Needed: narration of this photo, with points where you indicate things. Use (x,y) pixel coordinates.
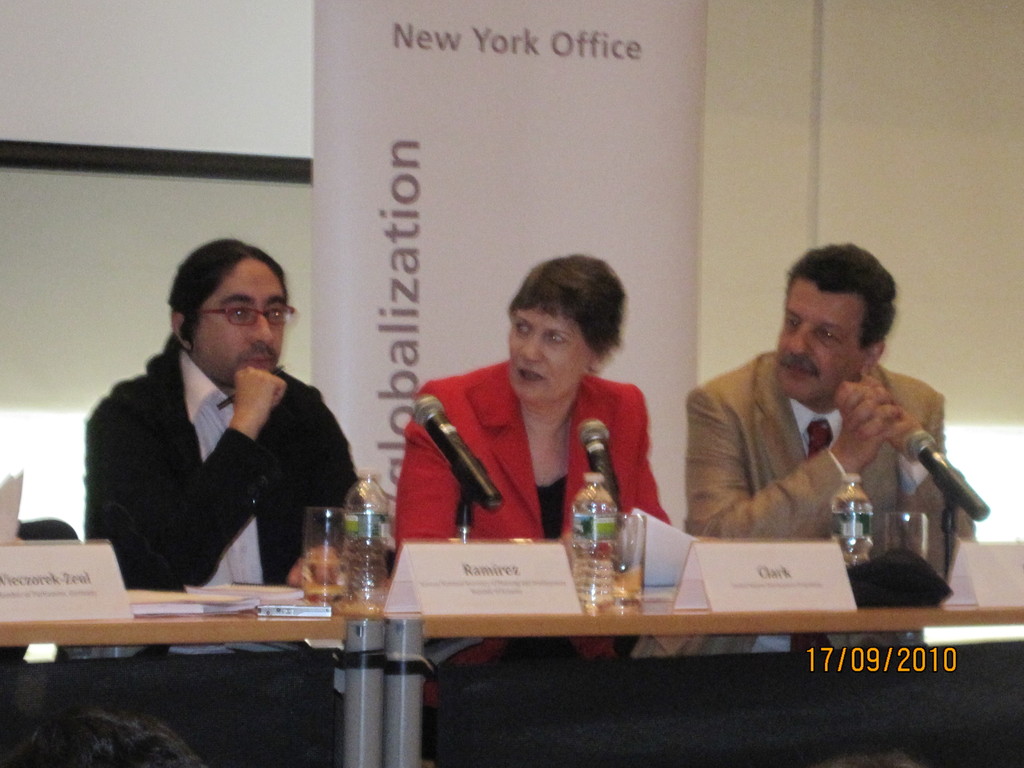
In the middle (618,397) a woman (563,458) is sitting, she wore red color dress (569,469), on either side of her 2 men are sitting. There are water bottles (597,570) on this table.
